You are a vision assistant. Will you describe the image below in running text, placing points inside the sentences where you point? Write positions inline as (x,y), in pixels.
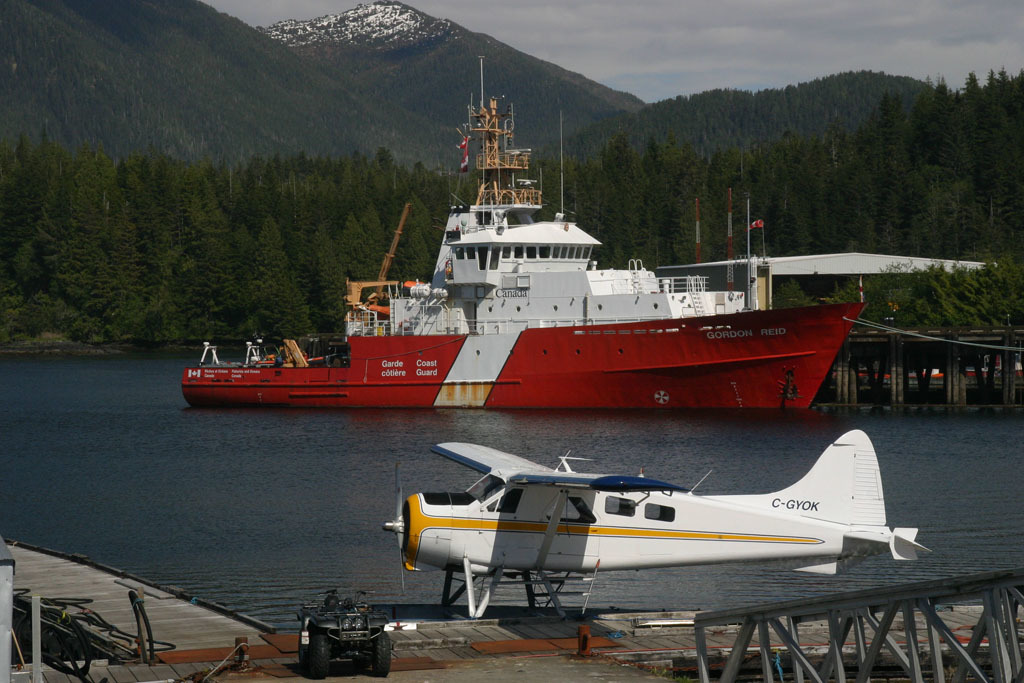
There is a ship (583,236) on the water (45,366). Here we can see an airplane (504,560) and a vehicle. In the background (239,300) we can see trees (952,226), mountain (472,86), and sky (715,45) with clouds (729,43).
